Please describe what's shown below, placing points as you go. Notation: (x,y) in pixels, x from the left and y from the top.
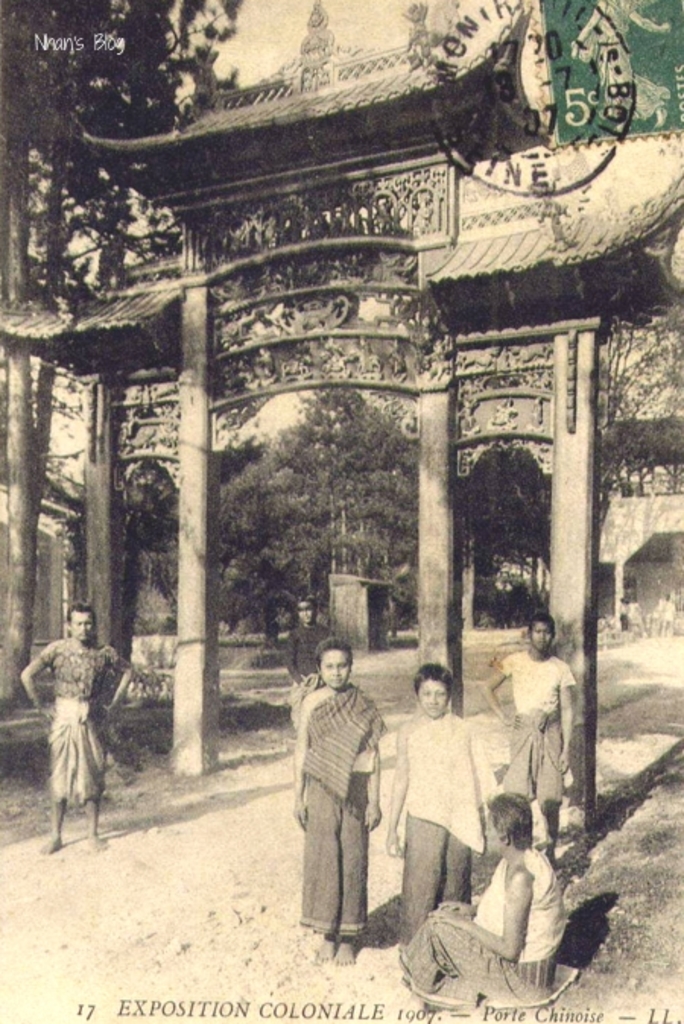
This is a black and white picture of few persons (76,662) standing in the front (471,857) and behind them there is an arch (196,402) followed by trees (304,525) in the background (380,483).
